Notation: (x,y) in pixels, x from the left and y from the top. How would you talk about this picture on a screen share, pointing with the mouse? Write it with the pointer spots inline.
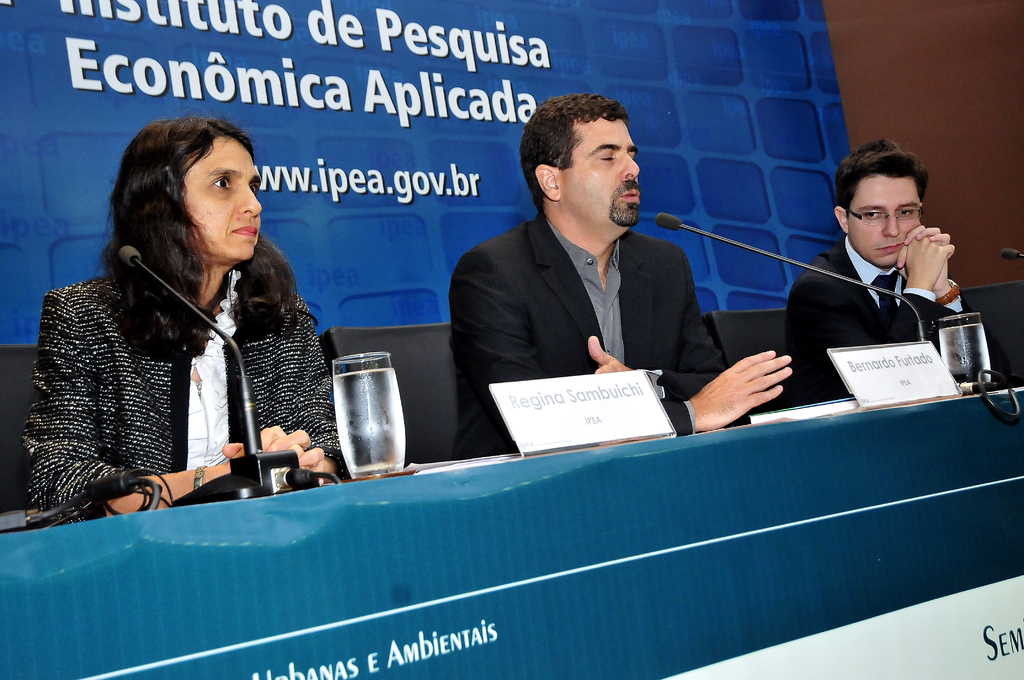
In the picture I can see two men (670,374) and a woman (301,412) are sitting on chairs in front of a table (694,436). On the table (435,486) I can see microphones (276,466), glasses (372,450) and some other objects (574,401). In the background (427,227) I can see a banner (445,201) which has something written on it.
